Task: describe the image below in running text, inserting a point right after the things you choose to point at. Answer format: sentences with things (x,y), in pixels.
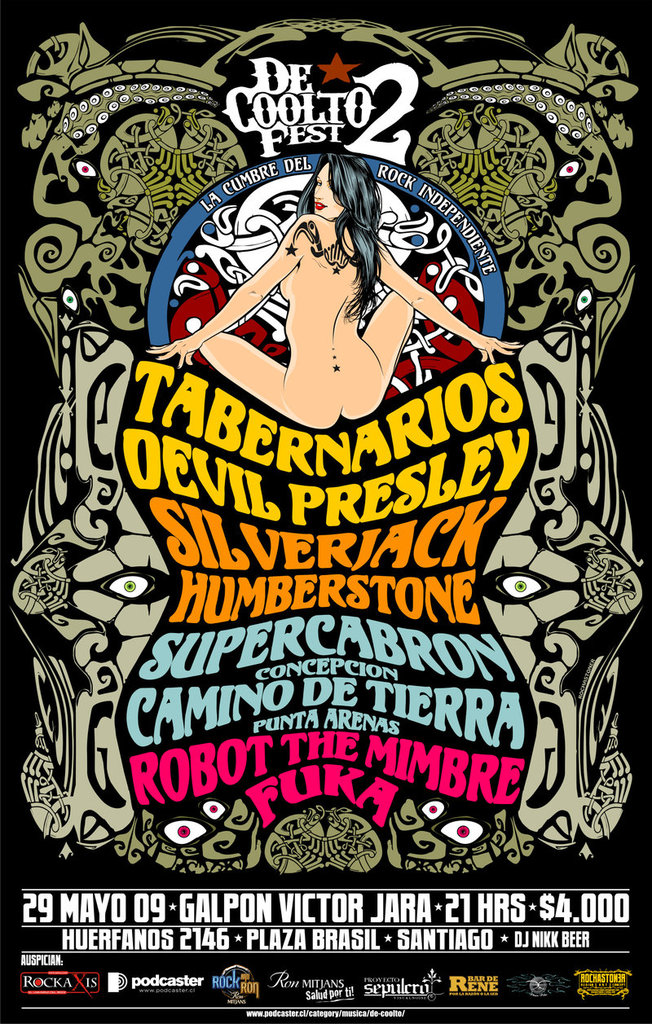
This is a wall poster (316,527) we can see there is some text (243,568) written in the middle of this image (235,639), and there is a picture (312,261) of a woman (306,275) at the top of this image (306,291), and there is some text (309,982) and logos (318,988) are present at the bottom of this image (318,936).
